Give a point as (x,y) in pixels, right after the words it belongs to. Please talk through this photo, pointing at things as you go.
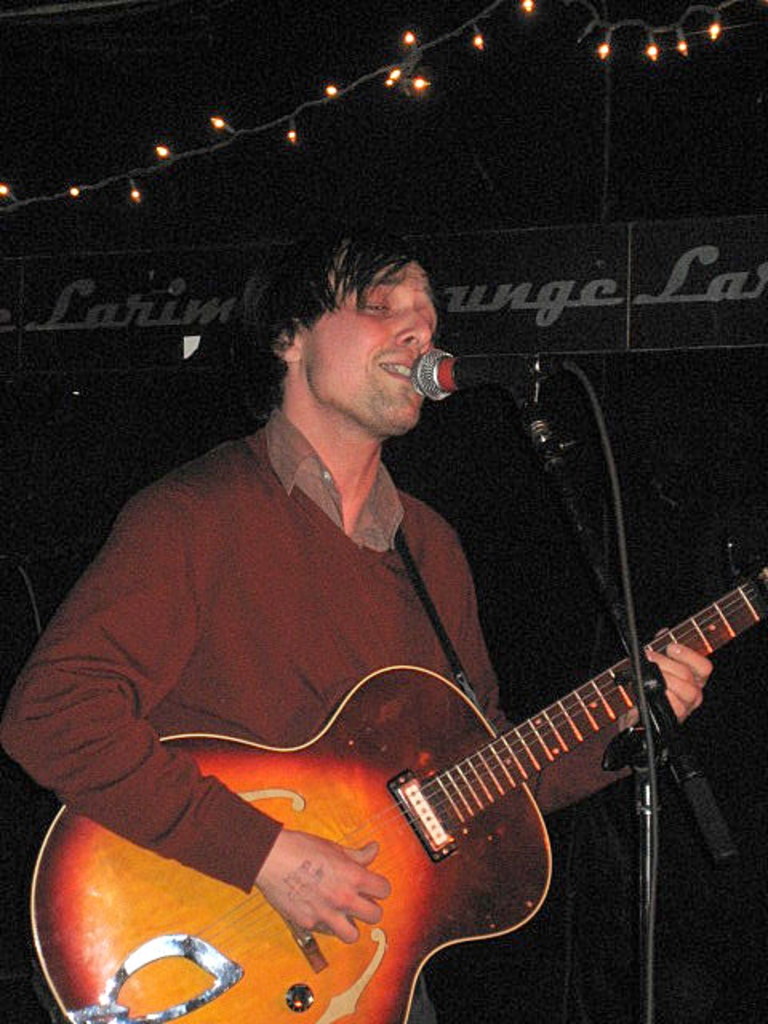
This man (201,727) wore brown sweater (286,675) is playing guitar (394,842) and singing in-front of mic (538,374). This guitar (523,812) is in red and orange shade. On top (168,158) there are lights (134,173).
